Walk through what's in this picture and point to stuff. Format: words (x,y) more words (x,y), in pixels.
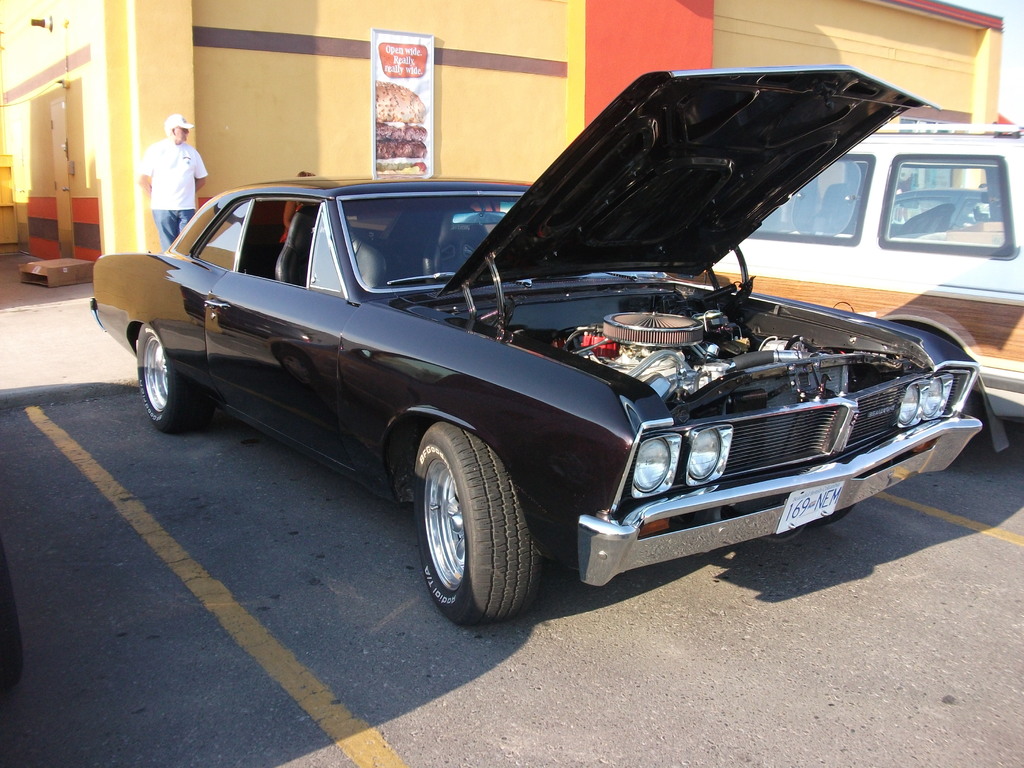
There is a car (541,316). Near to that there is another vehicle (876,239). In the back (191,48) there is a building (232,47) with a poster (394,81). Also there is a person (180,176) standing and wearing a cap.
